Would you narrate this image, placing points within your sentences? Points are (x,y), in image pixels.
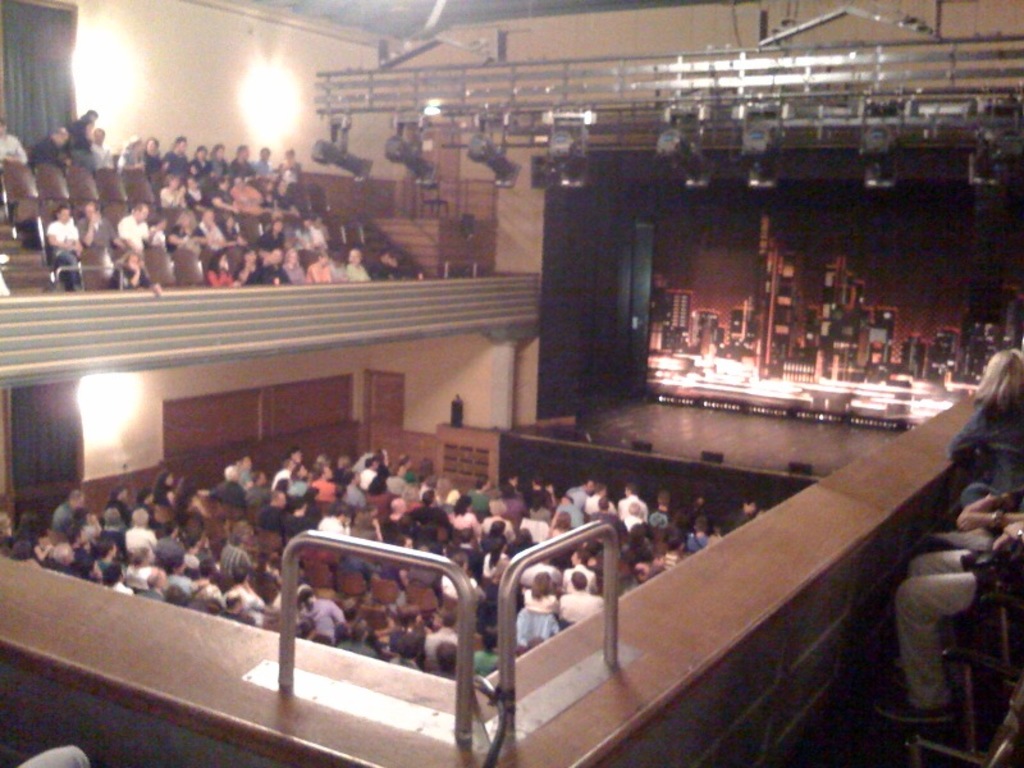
There are people (1014,418) sitting on chairs (1003,653) and we can see wall (103,470) and rods (470,620). In the background (712,386) we can see stage (719,431), screen (788,376) and focusing lights (677,117).
